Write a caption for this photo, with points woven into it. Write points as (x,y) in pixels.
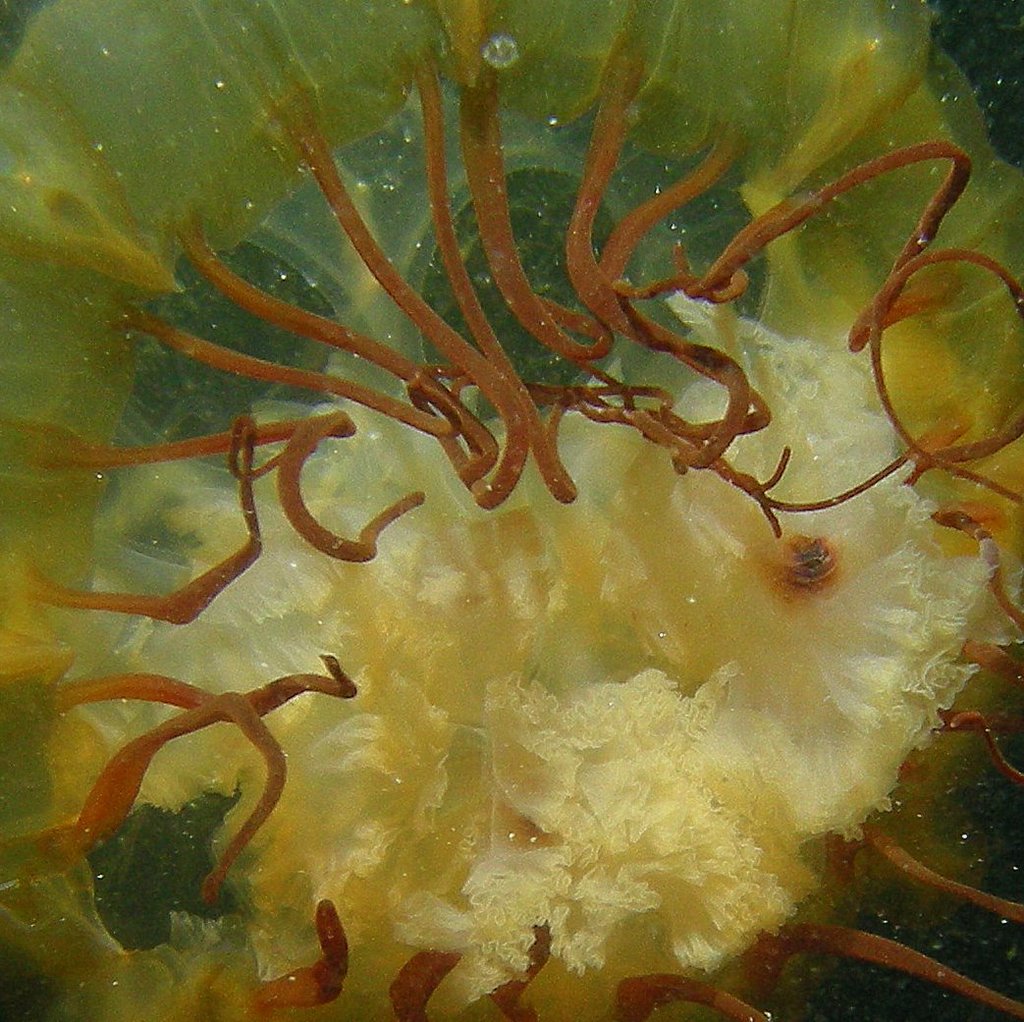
This is the jellyfish (484,596) image.
